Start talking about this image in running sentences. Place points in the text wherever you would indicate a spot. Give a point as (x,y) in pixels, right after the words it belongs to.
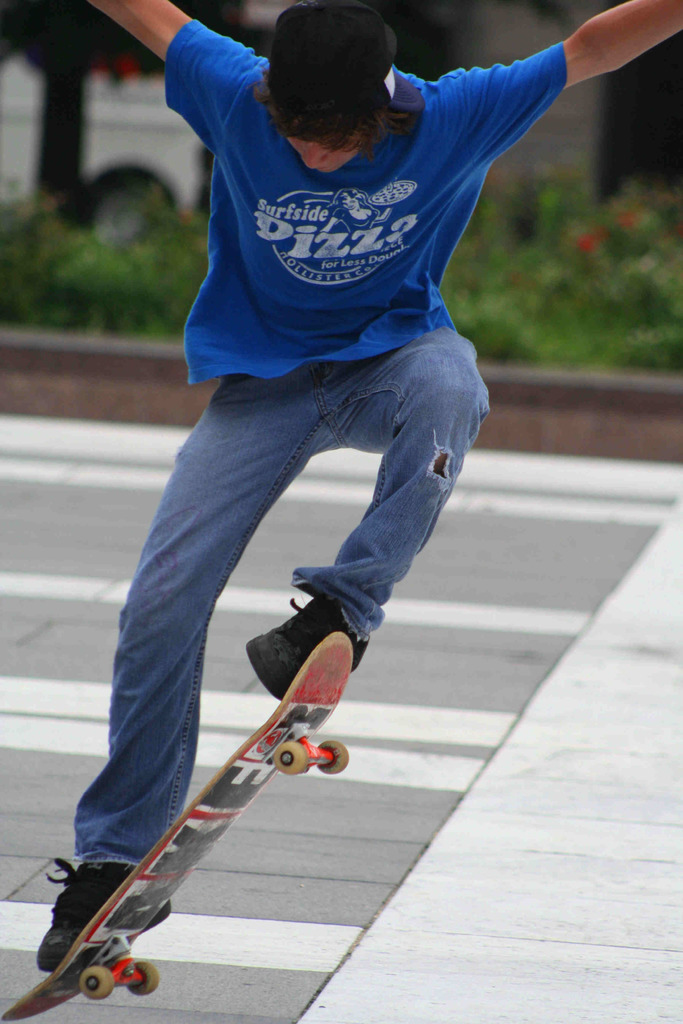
In this picture we can see a man (375,322) skating on a skateboard (223,791), in the background (543,244) there are some plants (543,244), we can see a tree (66,81) here.
